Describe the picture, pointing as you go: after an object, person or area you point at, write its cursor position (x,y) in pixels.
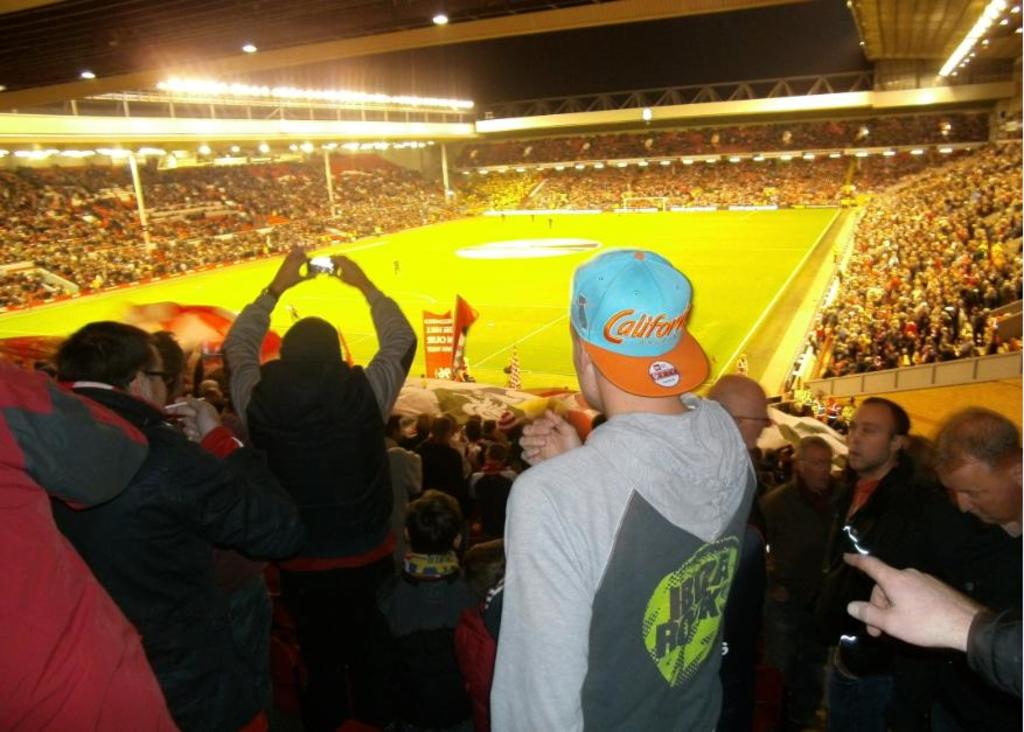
This is a picture of a stadium (888,17), where there are group of people (989,426) standing and sitting, and there are flags (37,346), lights (29,150), and in the background (643,37) there is sky (742,74).
